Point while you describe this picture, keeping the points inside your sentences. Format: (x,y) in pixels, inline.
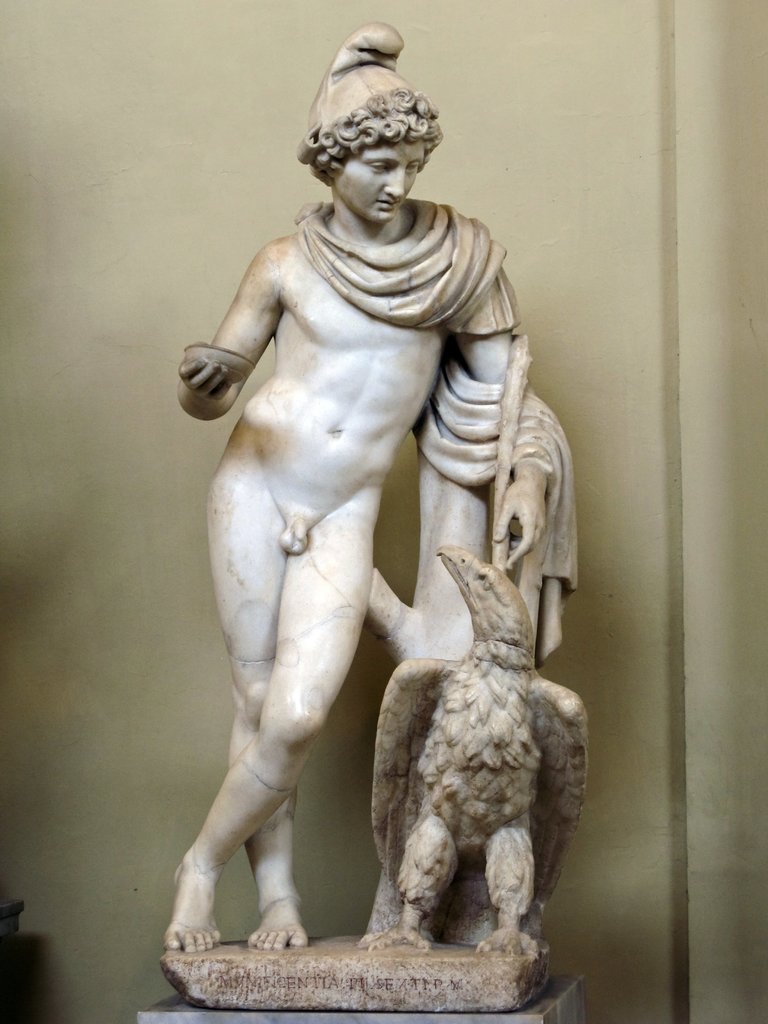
In the center of the image (438,479) we can see a statue (374,768). In the background of the image (339,742) we can see the wall (40,269).
